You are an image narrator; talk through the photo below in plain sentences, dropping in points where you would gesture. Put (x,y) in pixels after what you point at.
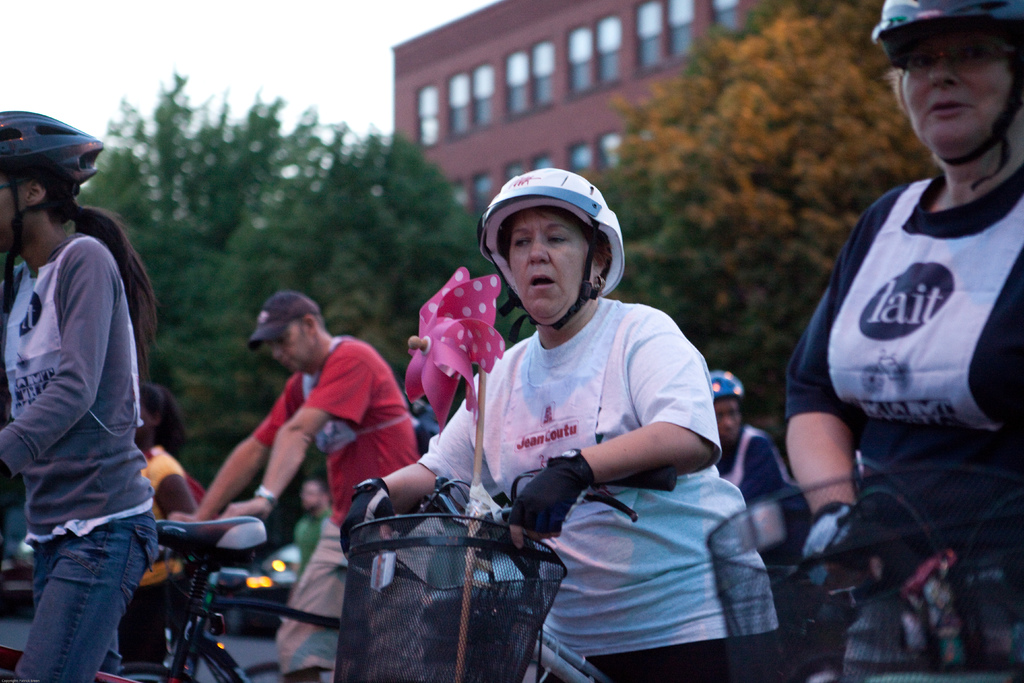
Here people (761,439) are sitting on the bicycle (287,617), these are trees (735,144) and a building (596,133).
